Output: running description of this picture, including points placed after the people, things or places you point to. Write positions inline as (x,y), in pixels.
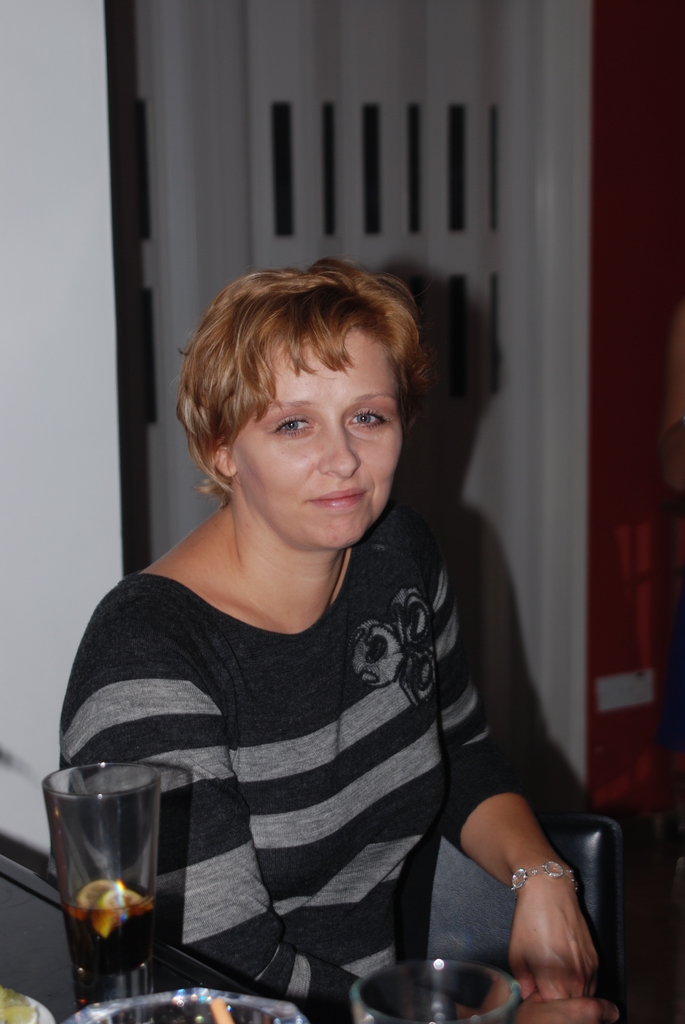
In this image I can see the person (295,575) sitting and the person (305,750) is wearing black and gray color shirt (157,754) and I can also see few glasses (64,848). In the background (379,45) I can see the wall (50,240) in white color.
